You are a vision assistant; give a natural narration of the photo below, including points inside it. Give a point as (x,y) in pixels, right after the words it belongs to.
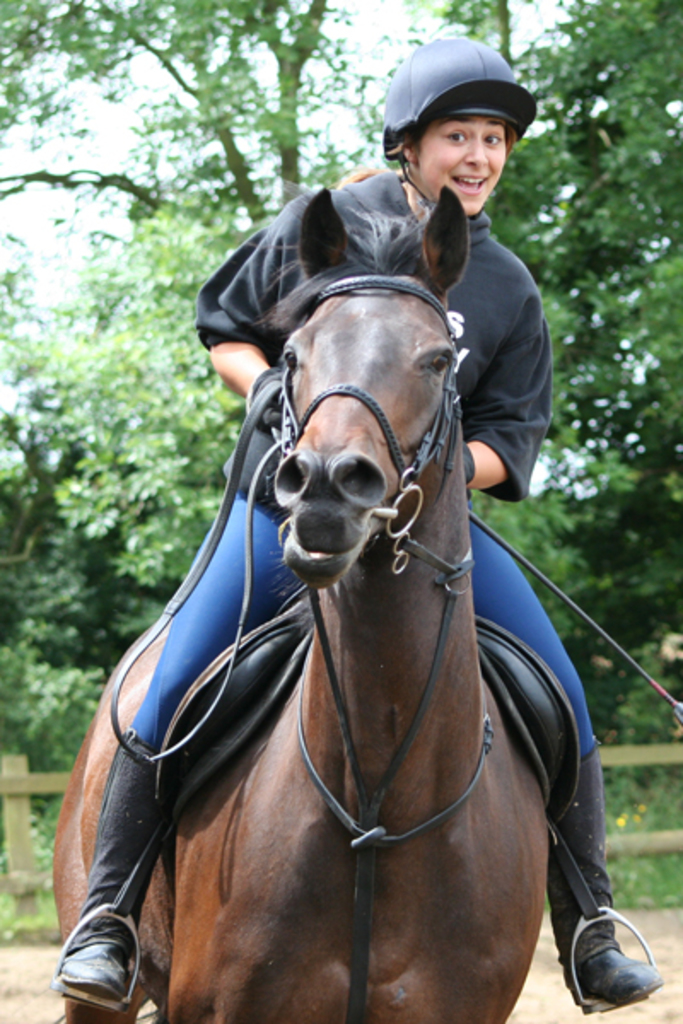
In this image, we can see a lady (225,563) sitting on the horse (330,556) and wearing a coat (360,191) and a helmet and gloves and holding a belt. In the background (126,423), there are trees (519,520) and we can see a fence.
